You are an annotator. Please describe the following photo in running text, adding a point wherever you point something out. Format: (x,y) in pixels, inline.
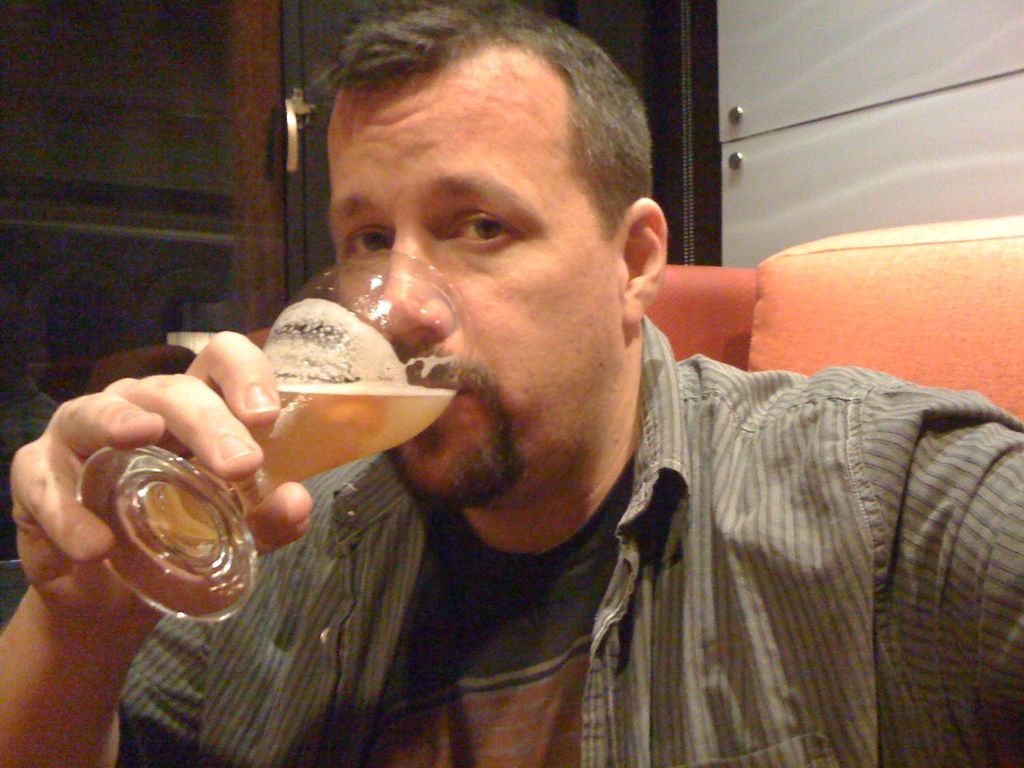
Man (497,582) in black t-shirt (514,617) and grey color shirt (726,611) is drinking beer (322,405) from the glass (380,297) and this guy (48,724) is sitting on the sofa (888,344). Behind him, we find a dark brown color door (242,149) and a white color cupboard (873,128).
